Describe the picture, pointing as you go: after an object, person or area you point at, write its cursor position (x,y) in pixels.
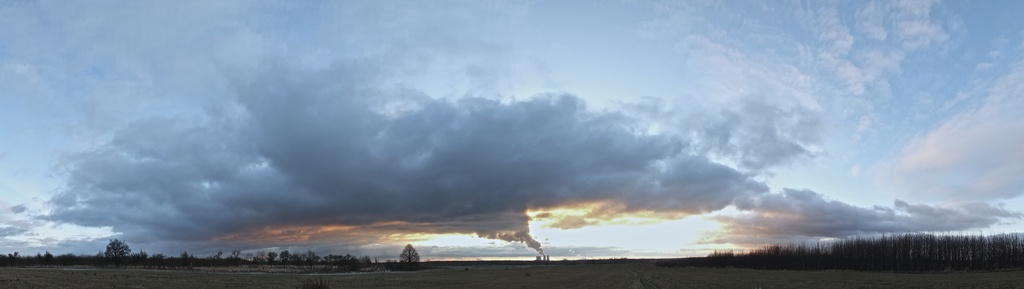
This is a landscape picture and it is an outdoor picture. Here we can see a sky (512,26) on the top of the picture (604,40). This is a smoke (518,224) which is released from here. In Front of the picture we can see dry grassland area (518,277). On the left side of the picture (114,253) we can see trees (292,256).
